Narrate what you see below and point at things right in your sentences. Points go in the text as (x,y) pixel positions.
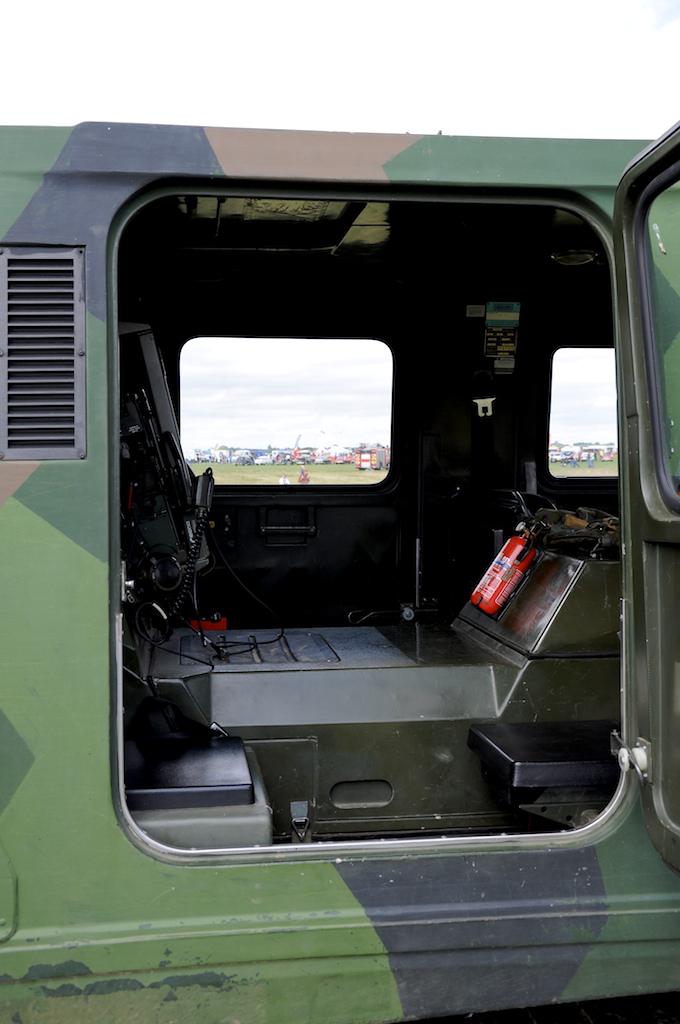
In the picture we can see an army vehicle (398,899) with a door (649,677) opened and inside it we can see a fire extinguisher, seat belt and some extension wire (202,534) and we can also see a window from it we can see a grass surface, some vehicles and sky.
